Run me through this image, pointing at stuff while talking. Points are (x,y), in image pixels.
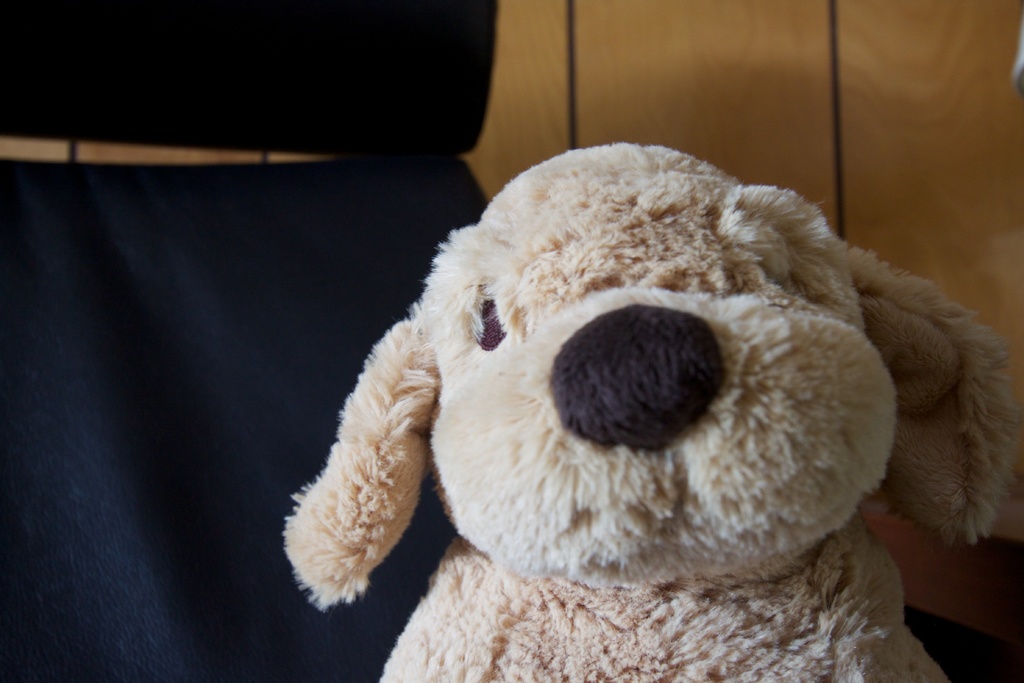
In the foreground (866,417) we can see a toy (524,505). On the left (210,263) there is a black color object (486,53). In the background (694,53) it is looking like a wooden object (587,113).
